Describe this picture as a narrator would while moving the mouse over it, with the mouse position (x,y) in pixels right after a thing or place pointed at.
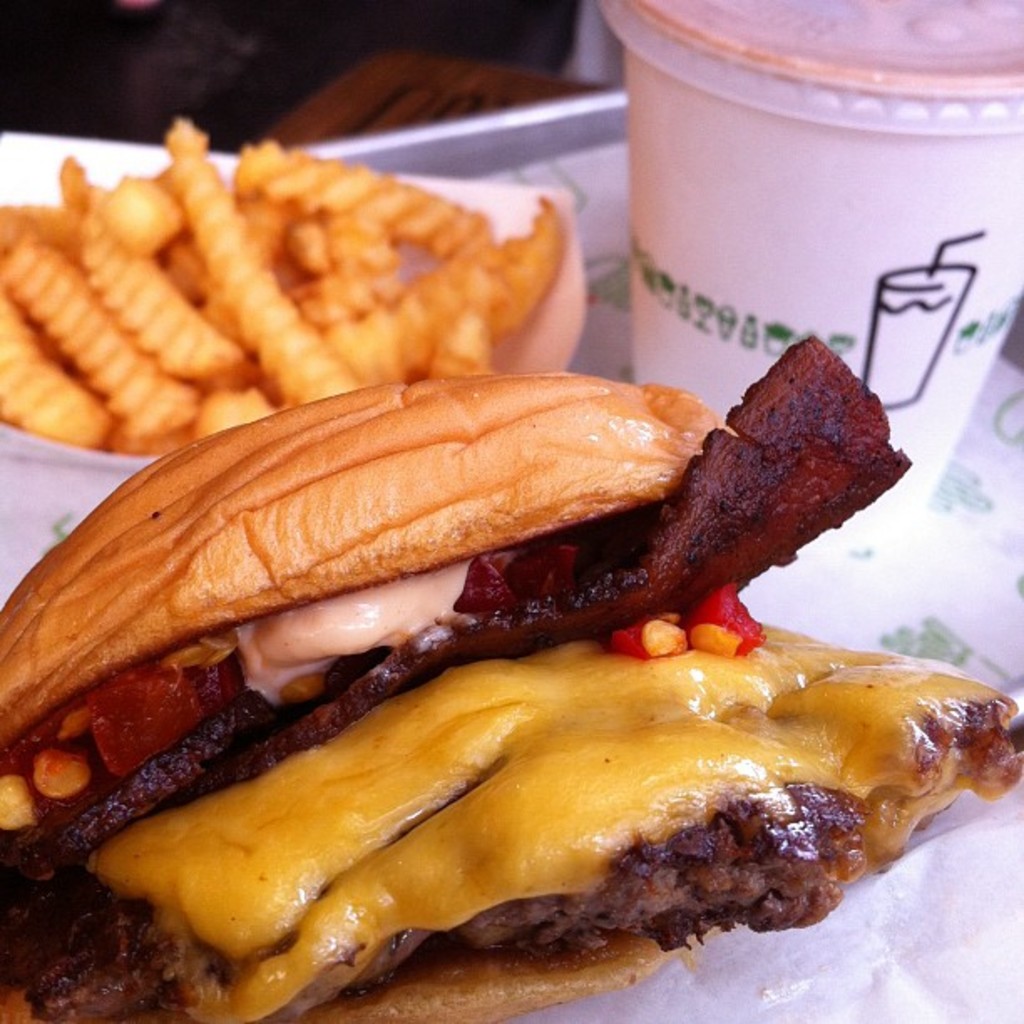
In the image in the center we can see one table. On the table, there is a plate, tissue paper (920,918), glass (820,226), bowl (525,203) and some food items (320,319).
